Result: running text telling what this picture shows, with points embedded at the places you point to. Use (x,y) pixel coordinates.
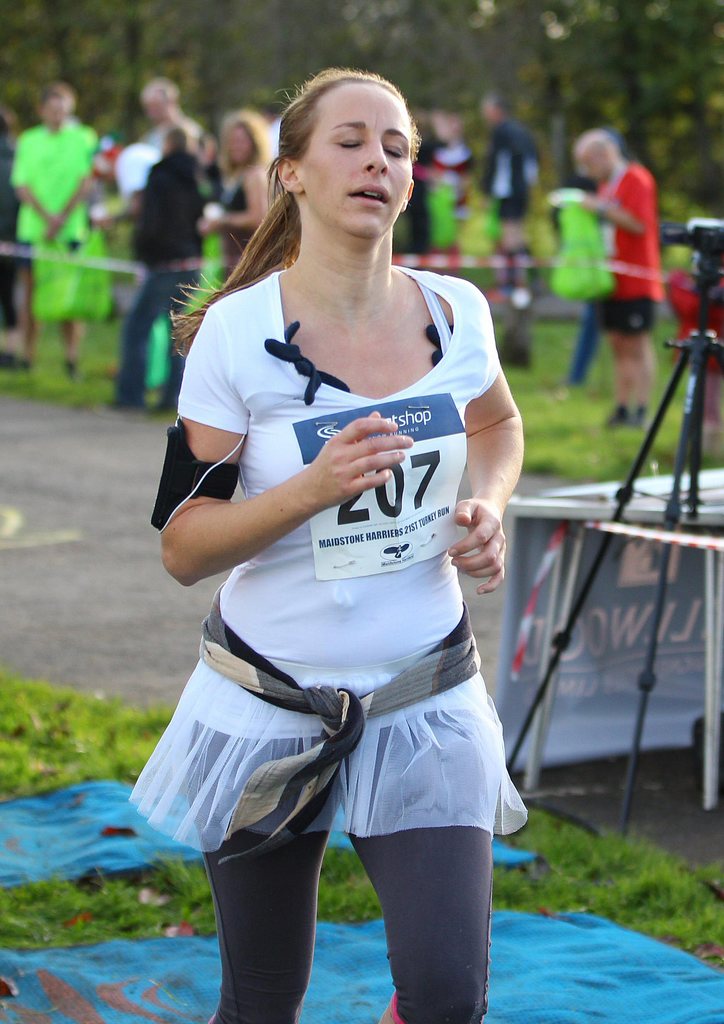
This picture describes about group of people (444,328), in the middle of the image (403,382) we can see a woman (378,160), she wore a white color dress (334,588), beside to her we can see a camera (710,245), in the background (654,335) we can see few trees (717,193) and grass (604,404).
